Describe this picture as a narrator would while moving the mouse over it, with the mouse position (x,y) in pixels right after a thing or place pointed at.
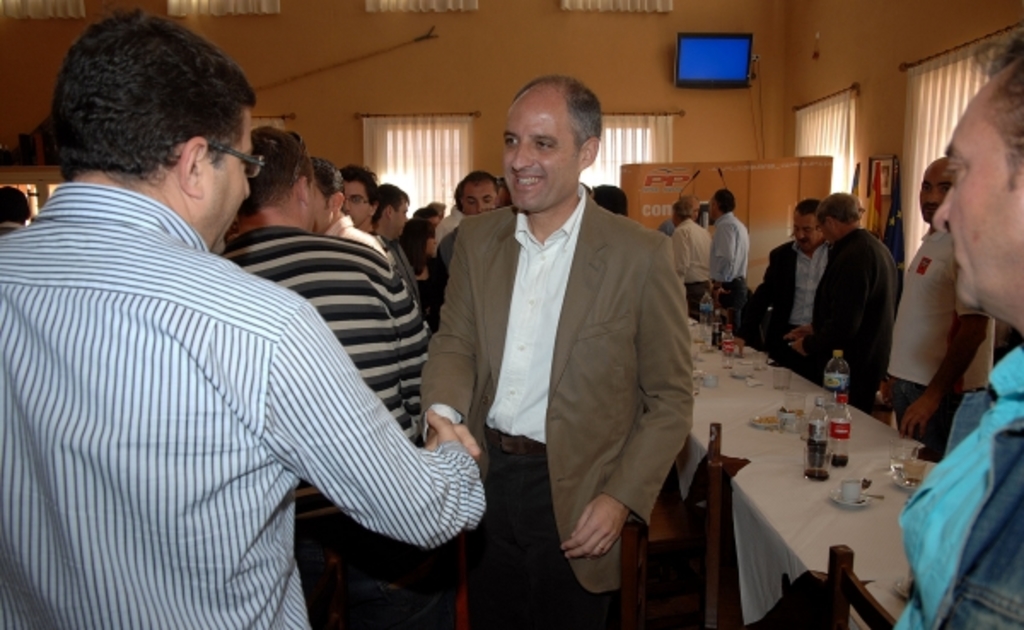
In this image we can see some persons (843,304), bottles (714,325), glasses (815,472), chairs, tables (699,364) and other objects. In the background of the image (662,106) there is a wall (692,91), curtains (662,128), screen (722,41) and other objects (666,191).
